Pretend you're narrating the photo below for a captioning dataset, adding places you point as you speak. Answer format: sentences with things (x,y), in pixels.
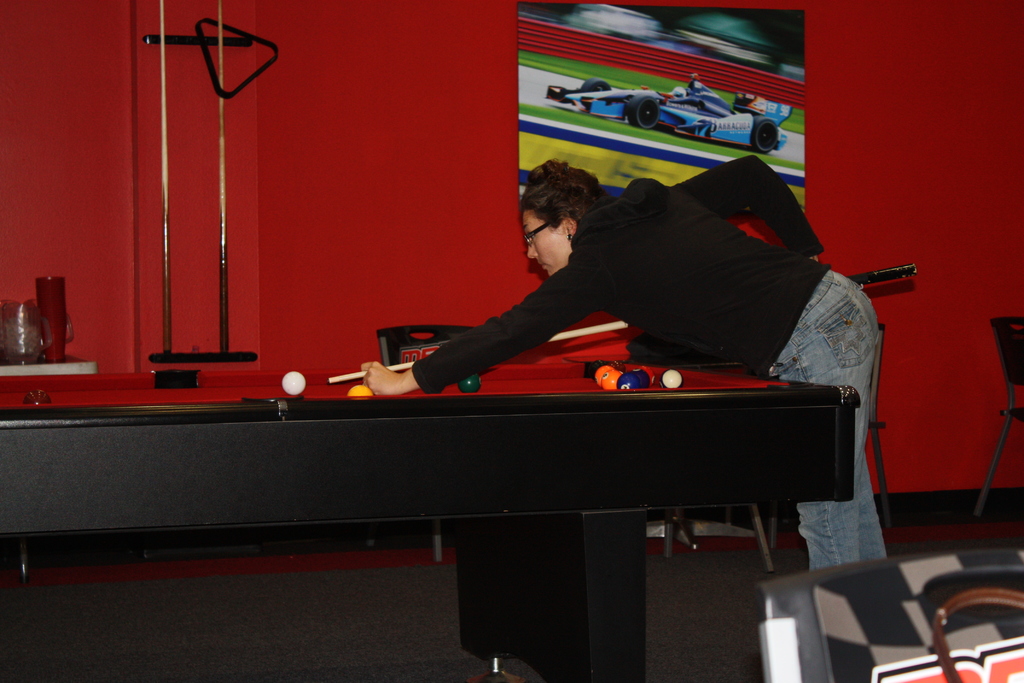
In the image we can see there is a person (800,341) who is holding a billiard stick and playing billiards on the billiards board (435,447) and at the back (429,174) the wall (376,136) is in red colour.
